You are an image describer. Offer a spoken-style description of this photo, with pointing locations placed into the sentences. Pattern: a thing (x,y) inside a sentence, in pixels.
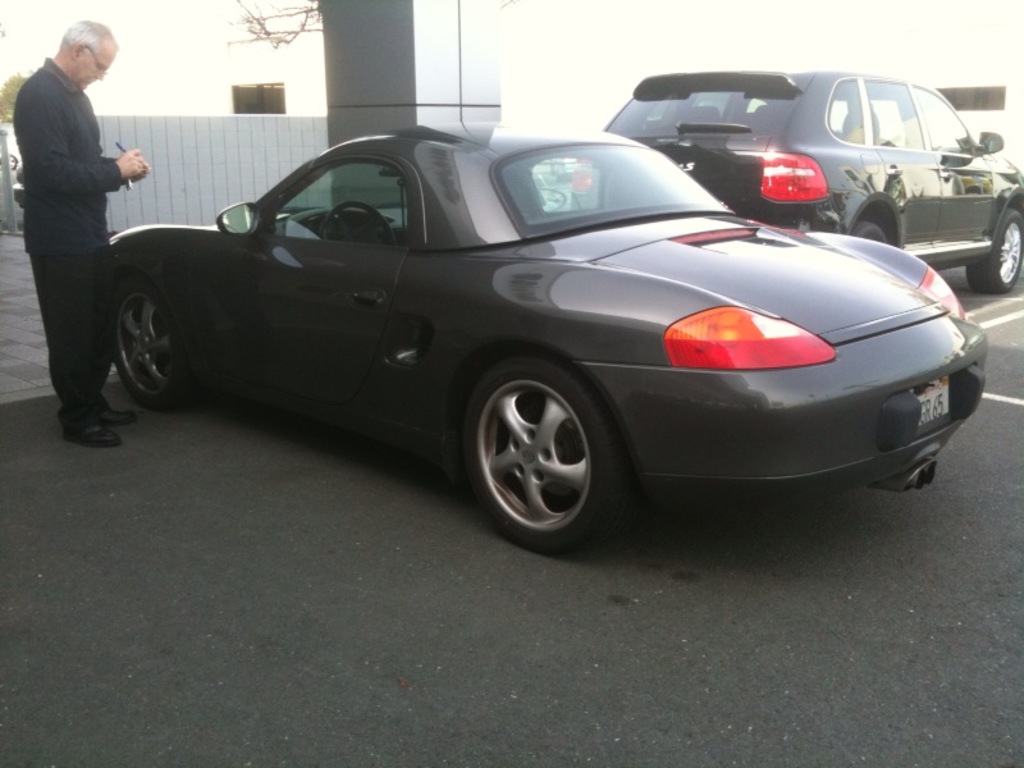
In this picture I can see 2 black color cars (506,256) on the road (351,548) and on the left side of this picture (38,94) I can see a man (98,164) who is wearing black dress (72,228). In the background (148,67) I can see the fencing (238,129) and I can also see white color background (514,58).
